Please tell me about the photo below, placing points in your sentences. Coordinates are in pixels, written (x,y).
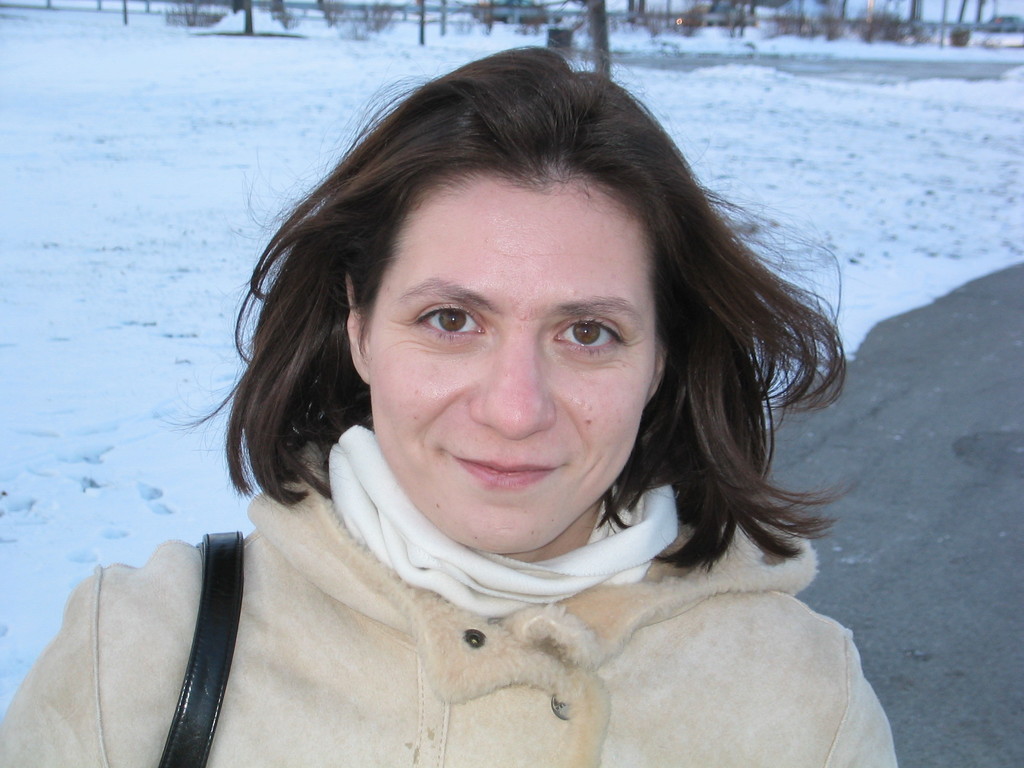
In this image we can see a woman (461,420) smiling. In the background (273,112) there are wooden logs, snow (230,145) and road (902,532).
